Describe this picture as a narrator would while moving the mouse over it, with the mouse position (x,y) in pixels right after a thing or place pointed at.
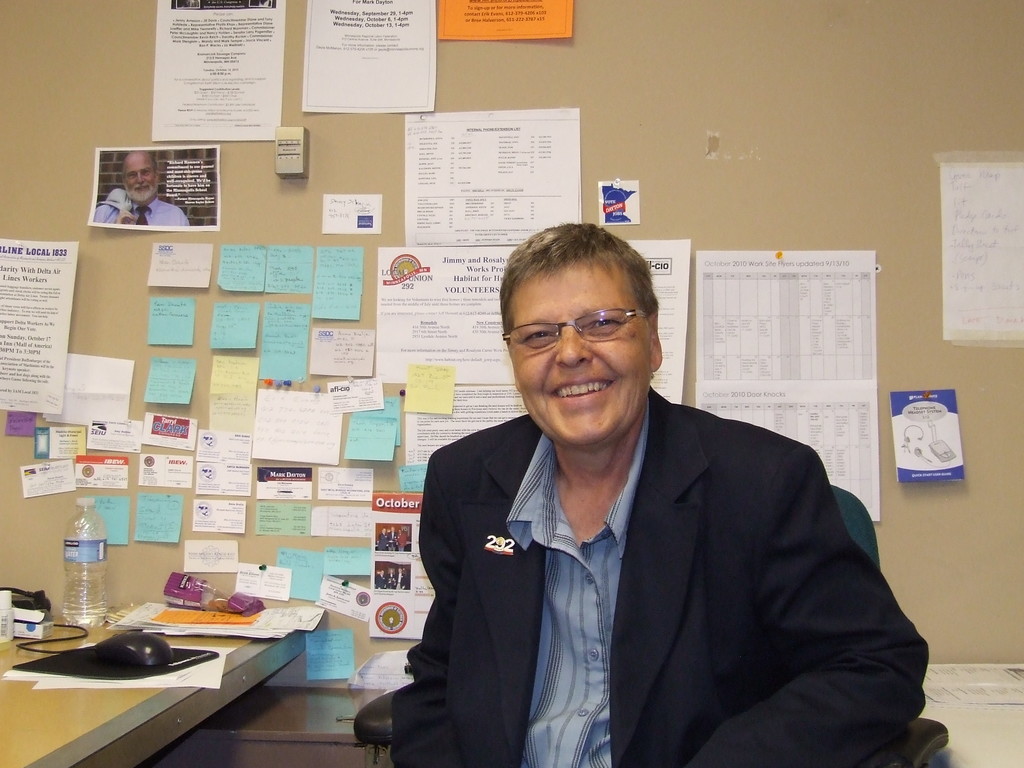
In this image there is a man (709,648) sitting in the chair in the back ground (264,655) there is a table (10,664), mouse (165,653), bottle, papers (152,679), sticky notes (306,352) stick to the wall (374,269).
